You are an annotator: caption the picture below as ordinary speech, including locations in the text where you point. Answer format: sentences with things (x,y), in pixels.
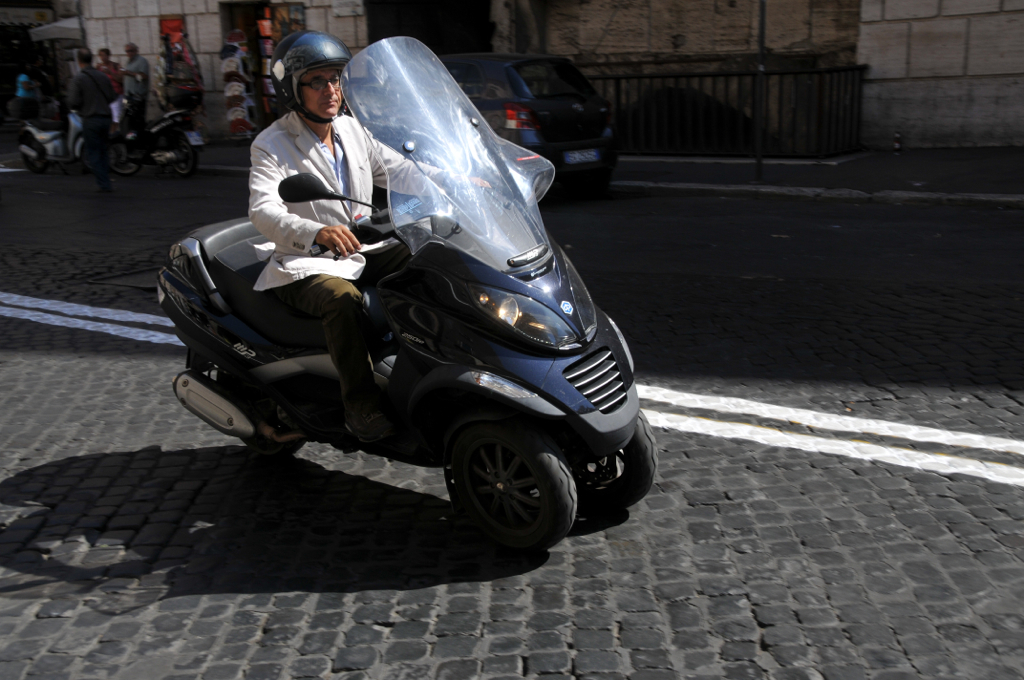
In this image we can see a man (349,138) riding a vehicle (458,366) on the road (728,432). In the background (205,129) we can see bikes (153,140), car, walls (998,124), fence (665,80), and few people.
